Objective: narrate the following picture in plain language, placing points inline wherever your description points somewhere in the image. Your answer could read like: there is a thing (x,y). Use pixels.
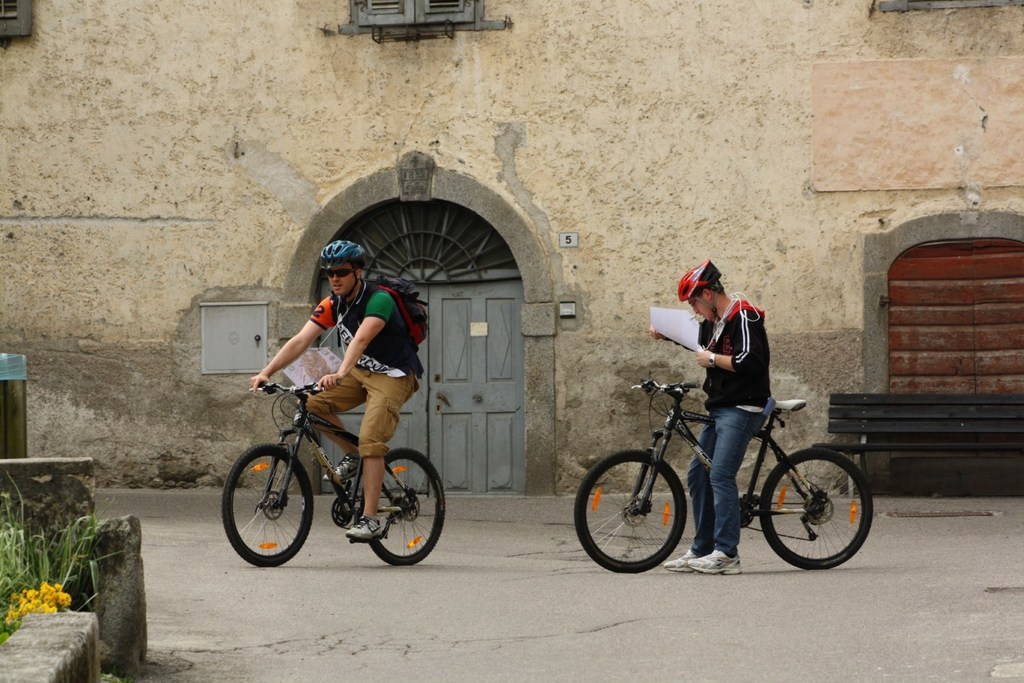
In this image we can see two persons (763,385) on the bicycles (340,479). In the background (742,145) we can see building (615,115), doors (458,334), windows (364,28), electric shaft (206,310) and plants (38,569).
